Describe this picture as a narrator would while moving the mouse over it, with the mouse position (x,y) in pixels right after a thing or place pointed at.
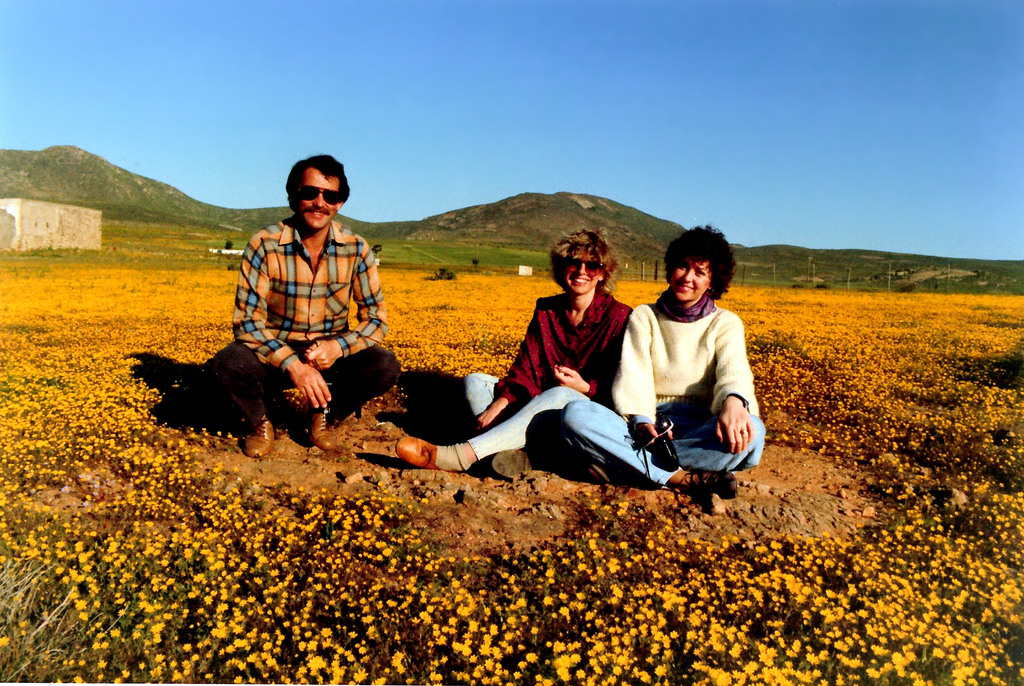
In this image, we can see people (267,379) and some are wearing glasses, one of them is holding some objects (664,439). In the background (134,191), there are hills (510,200), there is a wall (75,220) and we can see some poles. At the bottom (535,585), there are plants (713,622) with flowers (728,589) on the ground (769,518). At the top (495,103), there is sky (454,74).
